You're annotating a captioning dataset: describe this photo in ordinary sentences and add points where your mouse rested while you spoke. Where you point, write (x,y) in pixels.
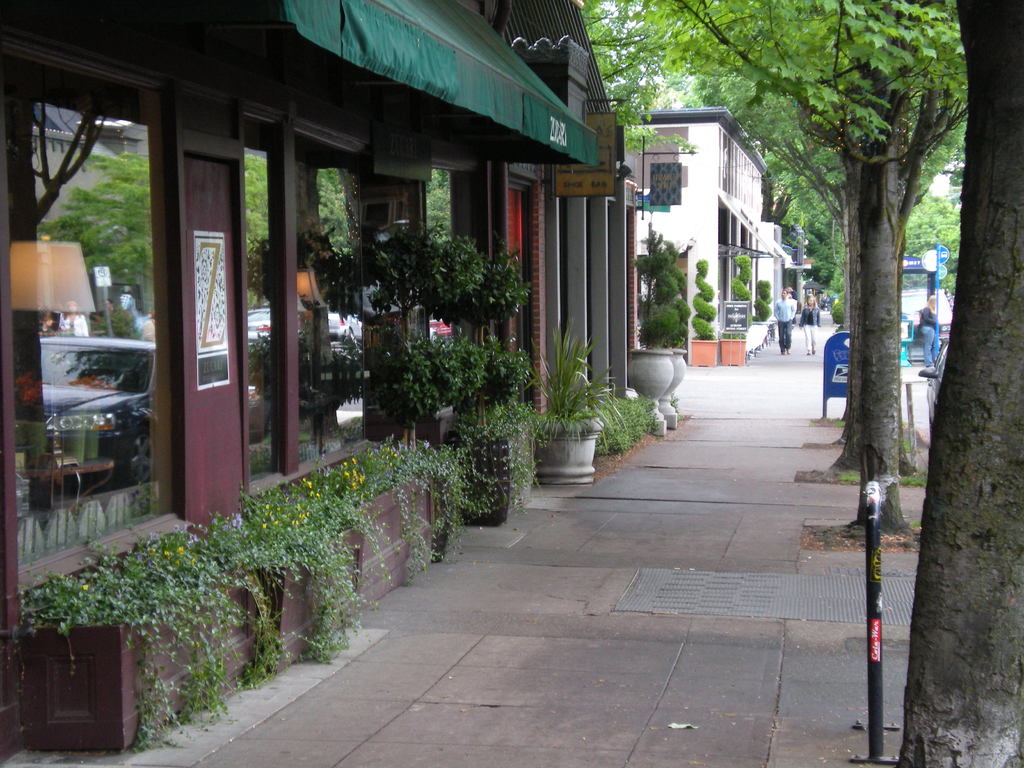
In this image I can see a path (706,410) in the centre (668,491) and on it I can see few people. On the right side of this image (813,202) I can see number of trees (915,192), few poles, few blue colour things (939,281) and one more person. On the left side (230,160) I can see number of plants (392,298), few buildings (517,192), a lamp (20,248) and a poster (210,253) on the wall (201,209).
